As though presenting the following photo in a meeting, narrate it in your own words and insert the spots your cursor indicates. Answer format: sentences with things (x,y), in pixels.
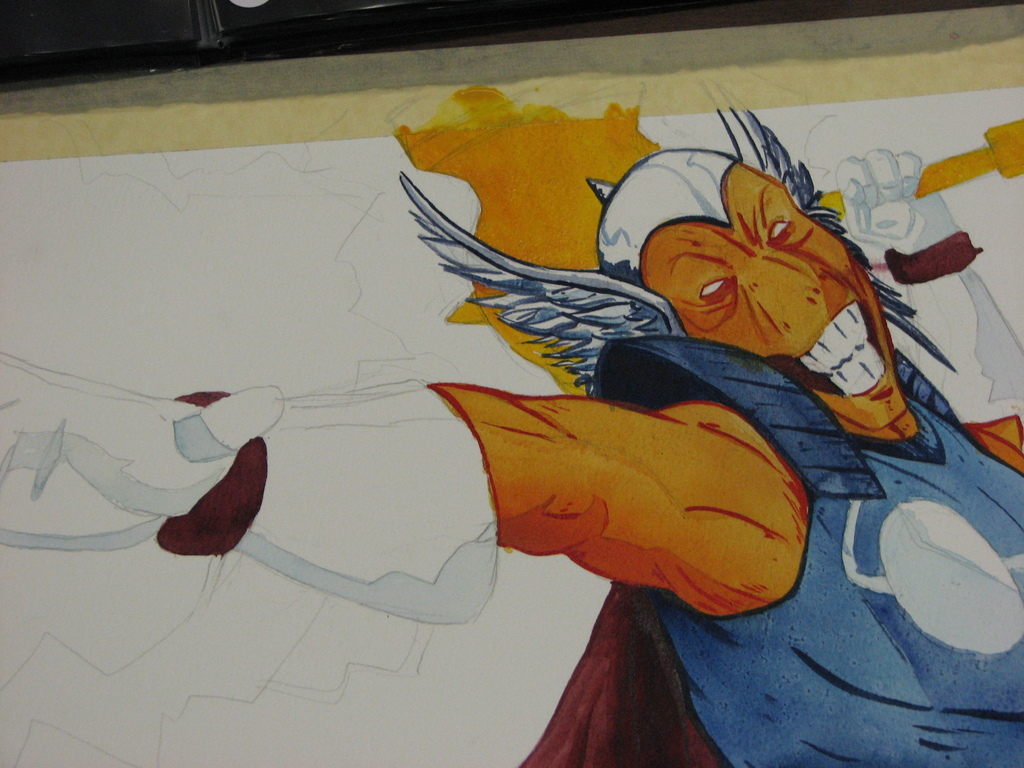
We can see painting (728,258) of a person (706,258) on the white surface (324,172) and we can see floor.
